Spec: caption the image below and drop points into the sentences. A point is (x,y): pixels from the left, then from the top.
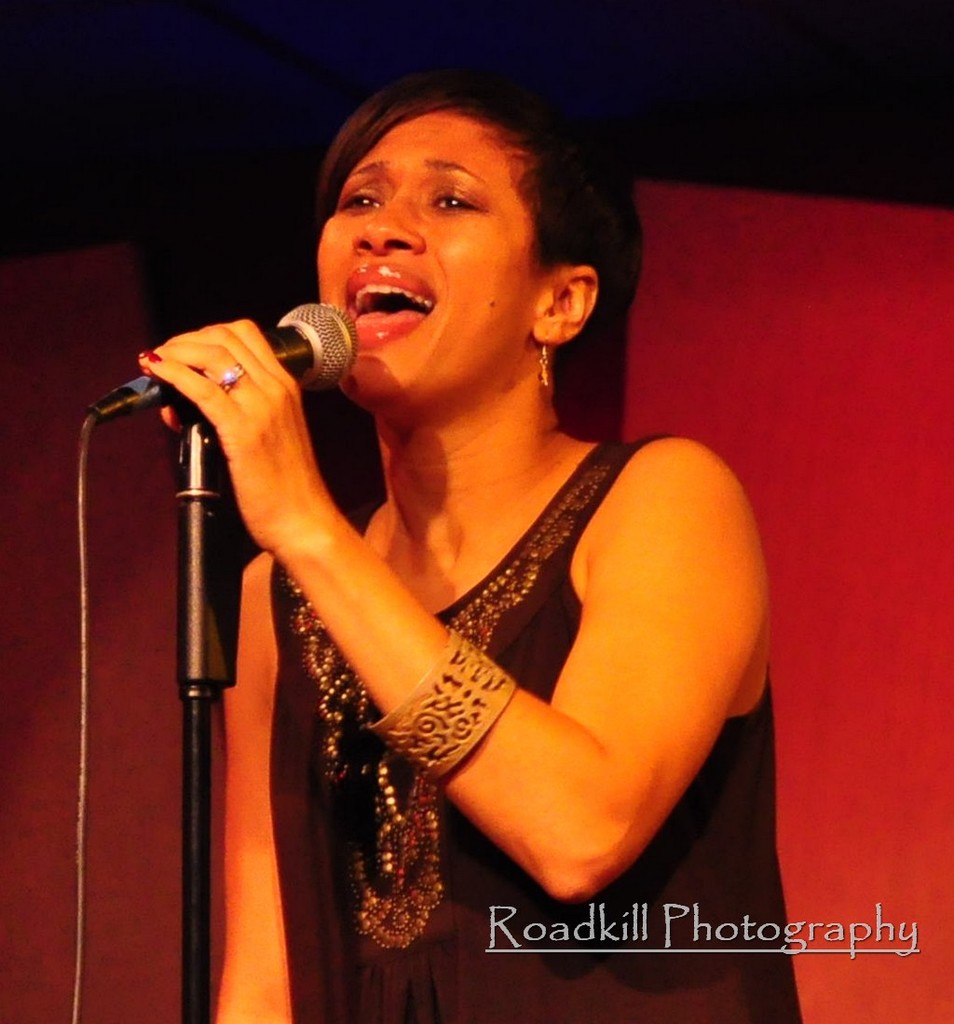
Here we can see a woman (265,934) singing in the microphone (300,362) present in front of her
